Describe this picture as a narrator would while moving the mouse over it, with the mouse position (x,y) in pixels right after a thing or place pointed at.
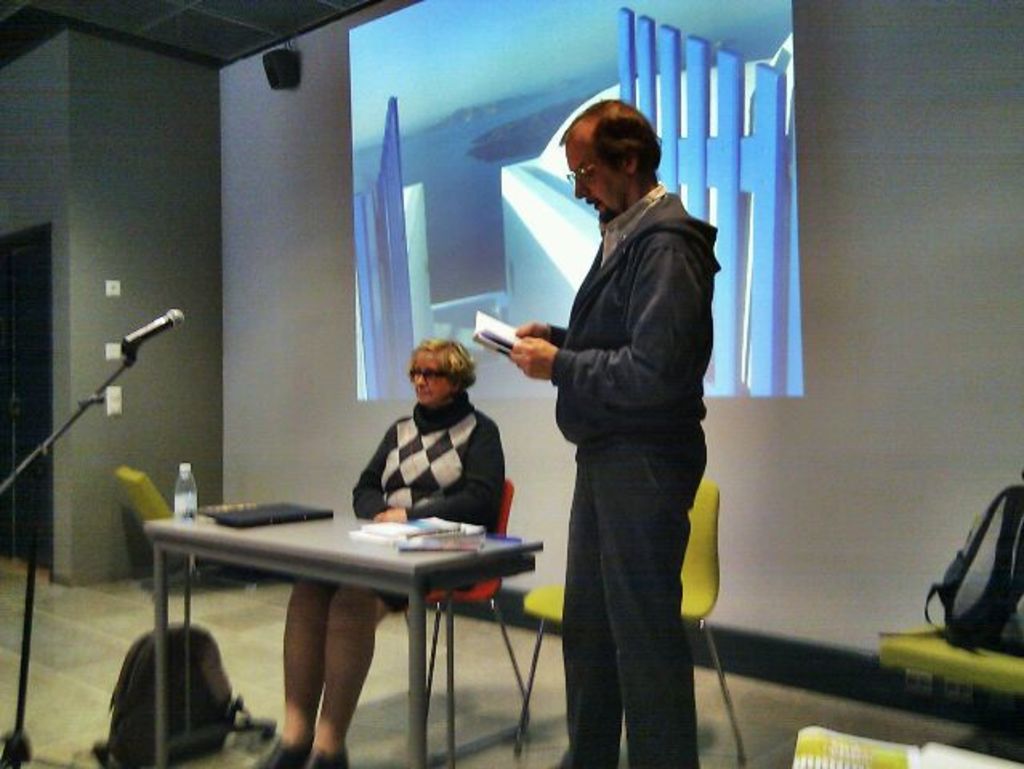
In this image there is a man (576,650) standing, another woman (329,715) sitting in chair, and in table (461,553) there is file (226,510), bottle (186,478), book (462,540), near it microphone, bag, and the background there is screen (383,105), speaker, door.
